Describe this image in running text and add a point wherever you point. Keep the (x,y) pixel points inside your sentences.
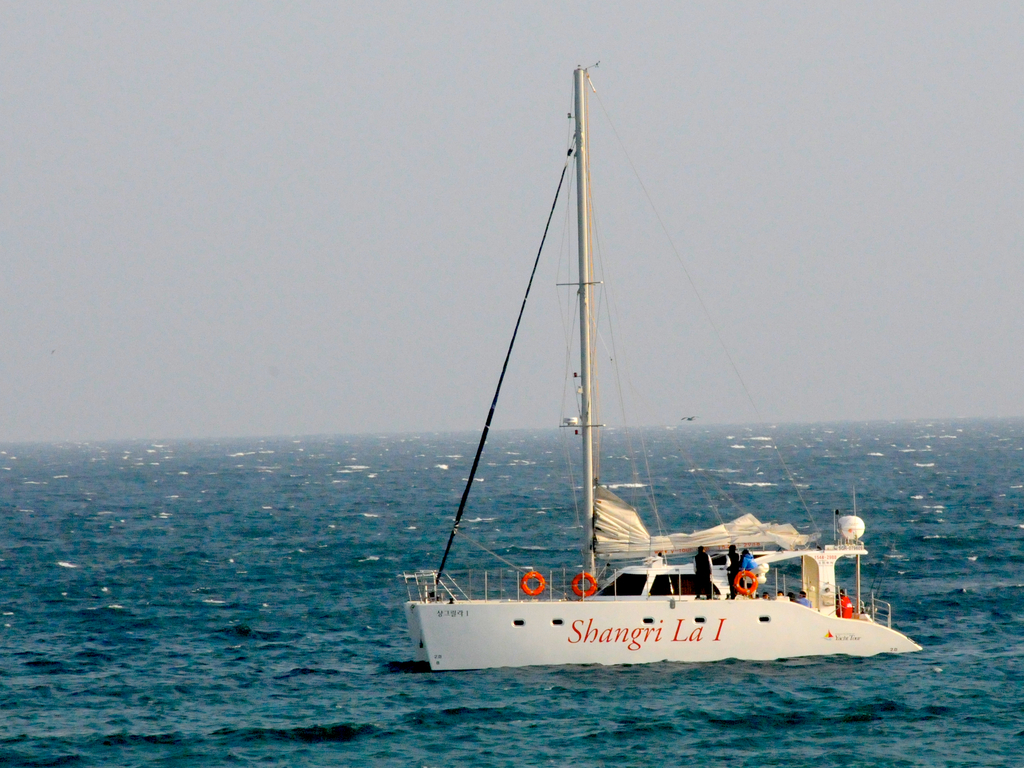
In this picture there is a ship (660,611) which is in white color and there are few persons (698,577) standing on it which is on the water (599,687).
